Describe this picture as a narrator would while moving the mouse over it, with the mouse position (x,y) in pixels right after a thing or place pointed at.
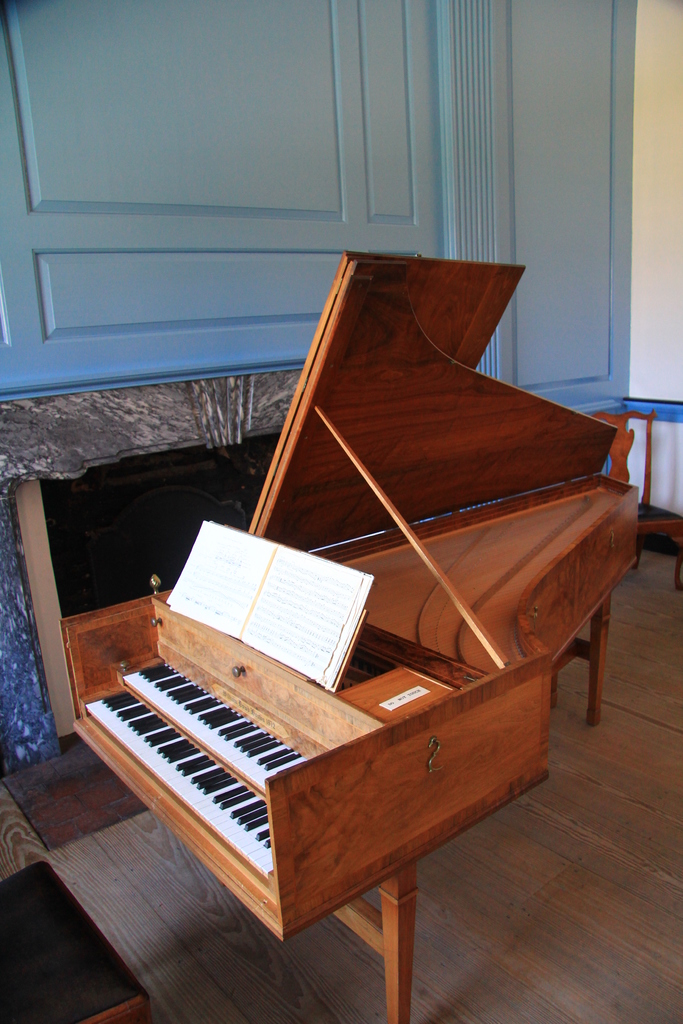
Here we can see a piano (337,493) on the floor (474,837), and here is the book (270,565), and here is the wall (658,237).
